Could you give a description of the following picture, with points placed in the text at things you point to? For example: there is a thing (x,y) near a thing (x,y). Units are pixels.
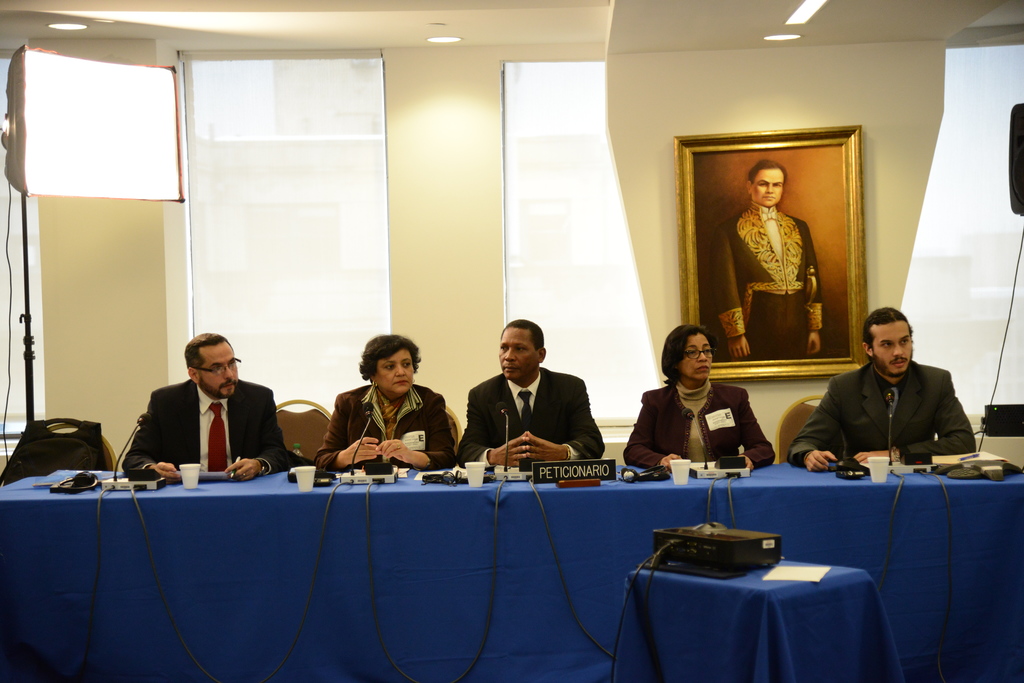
In this image i can see few persons (403,462) sitting on chairs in front of a table (464,525), On the table (545,483) i can see a board (555,469), few cups (194,477), few microphones (140,489) and few papers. In the background (495,242) i can see the wall (437,180), the screen (257,172) and the photo frame (811,226).
